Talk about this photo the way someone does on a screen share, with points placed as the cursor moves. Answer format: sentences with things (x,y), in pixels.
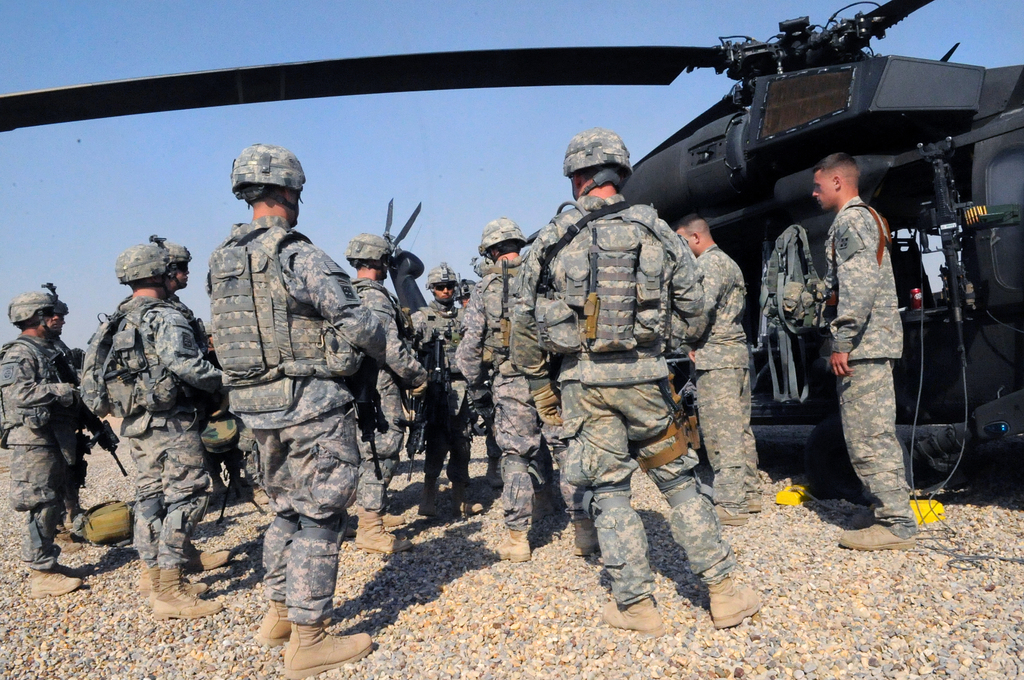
In this picture we can see some people (606,368) standing here, some of them are holding guns (58,423), at the bottom (573,642) we can see stones (586,616), on the right side (919,261) there is an aircraft (969,275), we can see the sky (268,25) at the top of the picture (341,111).
